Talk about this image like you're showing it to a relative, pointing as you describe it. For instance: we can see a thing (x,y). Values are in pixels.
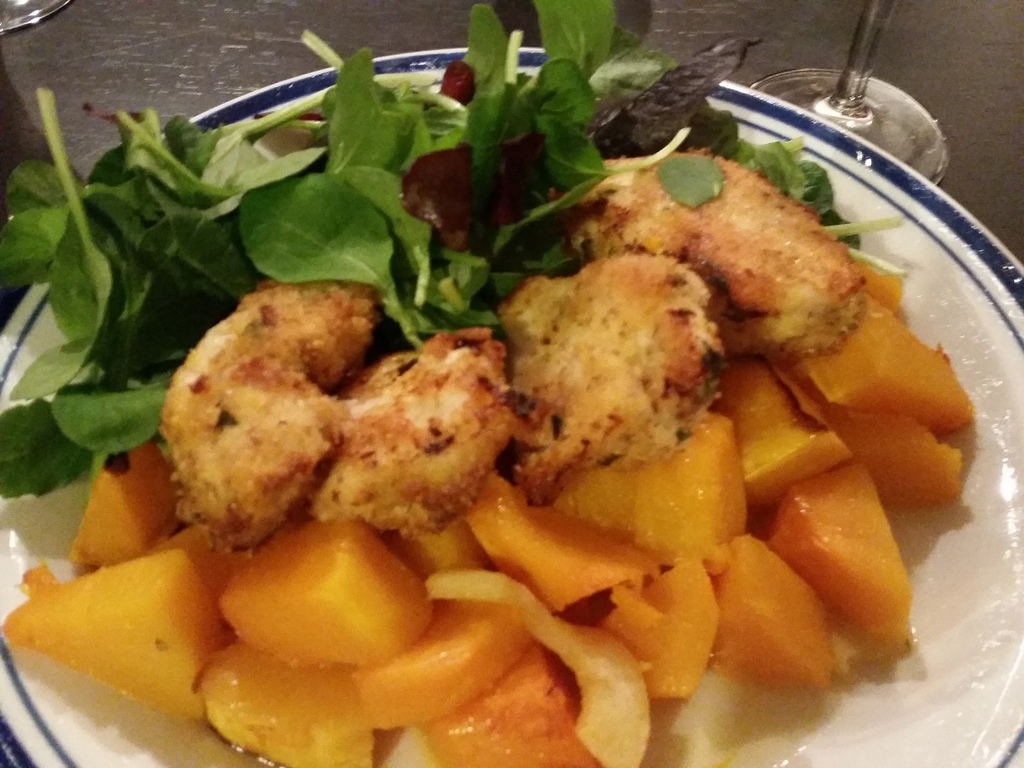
In this image, we can see a plate (1002,509) with some food (332,503). On the right side of the image (864,83), we can also see a glass (907,113). On the left side (42,21), we can also see one edge of a glass (58,3). In the background (90,30), we can see brown color.
